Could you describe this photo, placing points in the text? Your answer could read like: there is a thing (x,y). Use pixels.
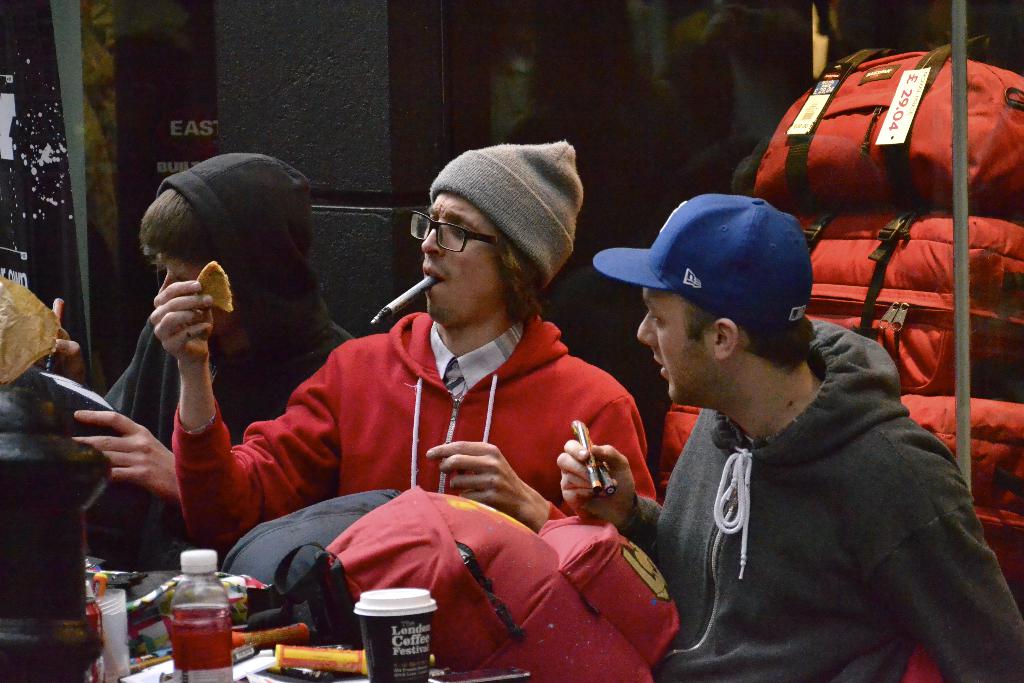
In this image I can see three persons (419,321) wearing jackets (227,474) and middle person (469,330) wearing a spectacle (449,242) and holding a pen (382,317) with his mouth (432,286) and holding a bread piece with his hand (177,293) and in front of him I can see red color luggage bags (390,579) and bottles (206,566) and pens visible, on the right side (865,196) I can see red color bag (949,314) and in the middle (366,312) I can see the beam (327,125).
